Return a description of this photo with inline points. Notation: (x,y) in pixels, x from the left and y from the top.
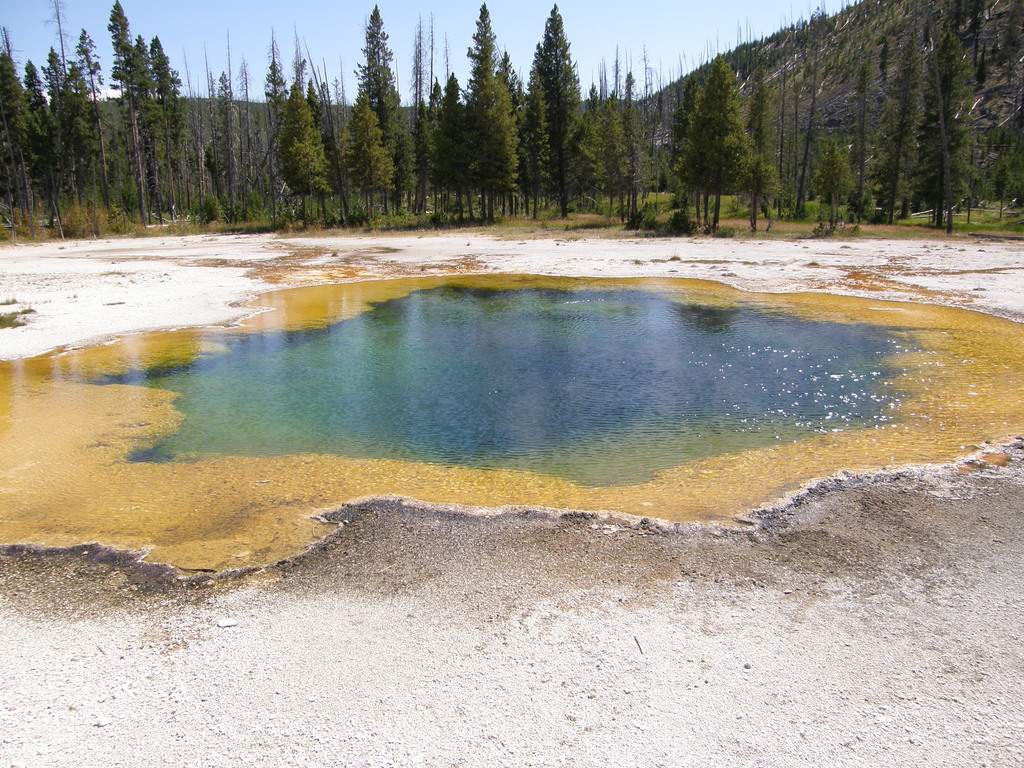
In the picture there is a small pond (271,429) in between the surface (466,544) and in the background (184,179) there are many trees (437,151) and mountains (877,88).
